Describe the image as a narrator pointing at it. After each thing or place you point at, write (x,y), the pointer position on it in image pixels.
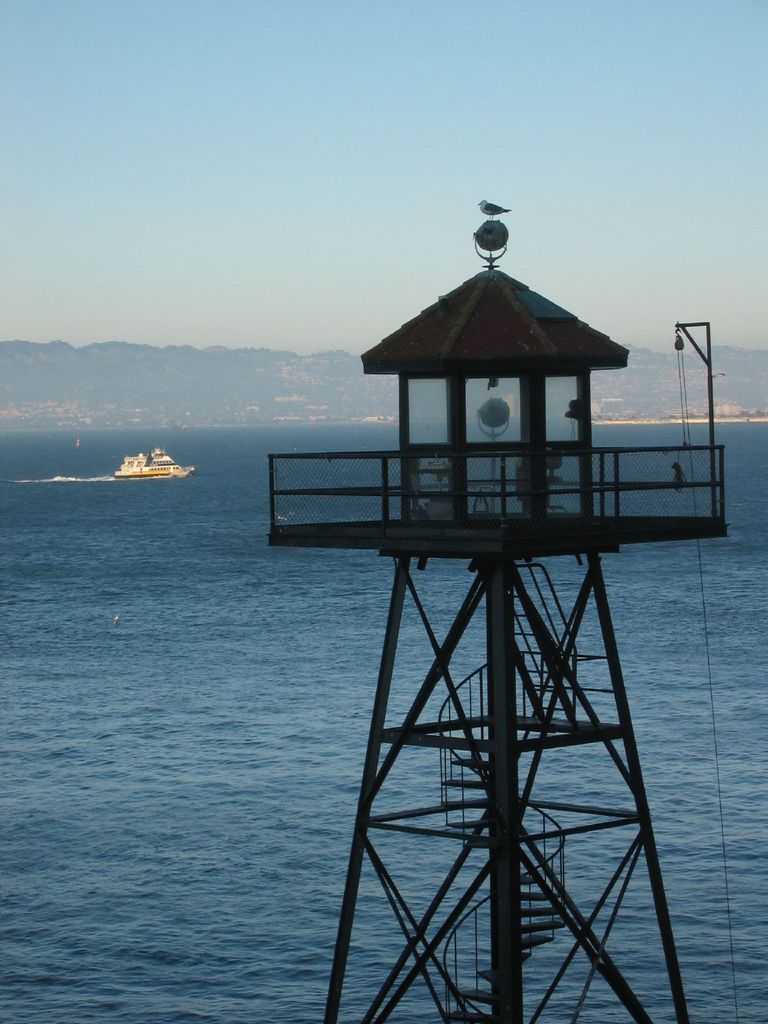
In this image, there is an ocean (142,541) with a ship (137,455) sailing on it and there is a tower (510,542) at the front (469,445). At the end of the ocean (346,438) we can see some hills (719,353).
